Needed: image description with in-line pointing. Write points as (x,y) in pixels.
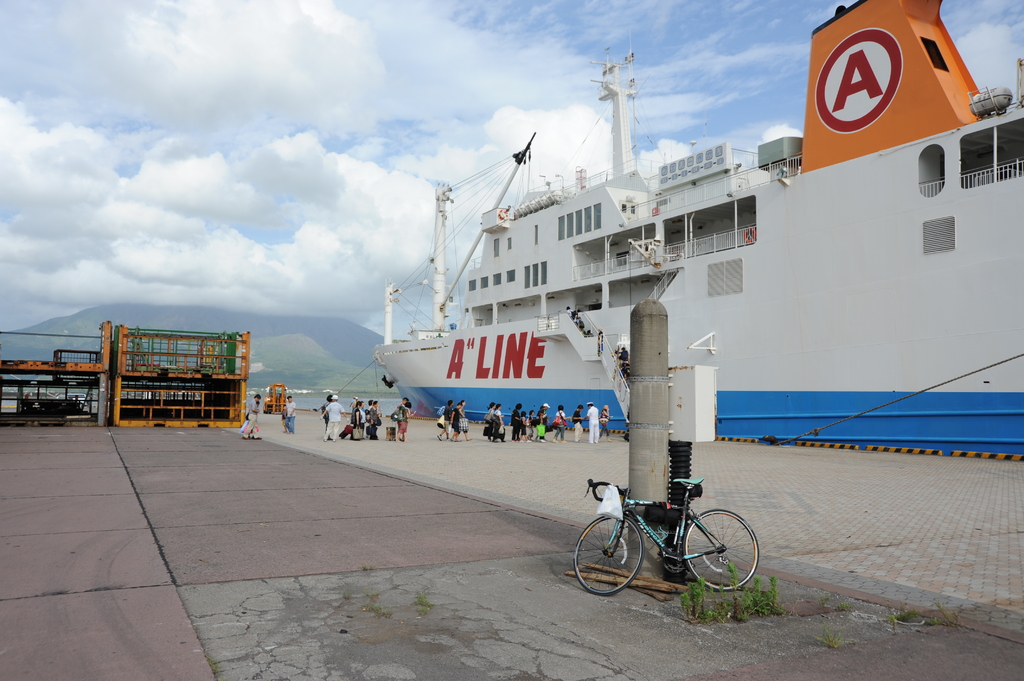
In this picture we can see a bicycle (691,559) in the front (677,548), in the background (562,425) there are some people (466,426) standing, on the right side (812,306) we can see a ship (826,294), there is the sky (310,109) at the top of the picture (303,97), we can see plants (753,605) here, there is a pole (658,466) here.
